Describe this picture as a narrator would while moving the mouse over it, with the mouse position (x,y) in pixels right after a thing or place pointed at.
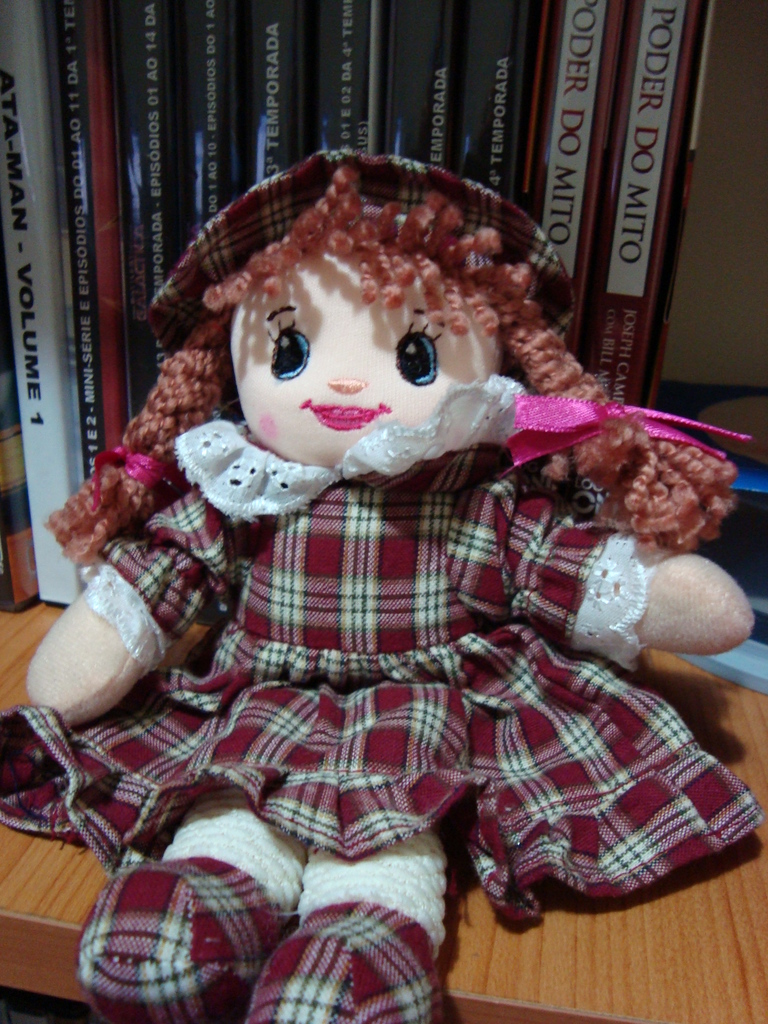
In this picture we can observe a doll (312,375) which is in cream color. There is a maroon color frock (324,623) on the doll (320,631). We can observe a cap (196,255) on the head (500,284) of this doll (352,318). The doll (342,607) is placed on the brown color table (42,860). Behind the doll (303,239) there are some books (205,135).
